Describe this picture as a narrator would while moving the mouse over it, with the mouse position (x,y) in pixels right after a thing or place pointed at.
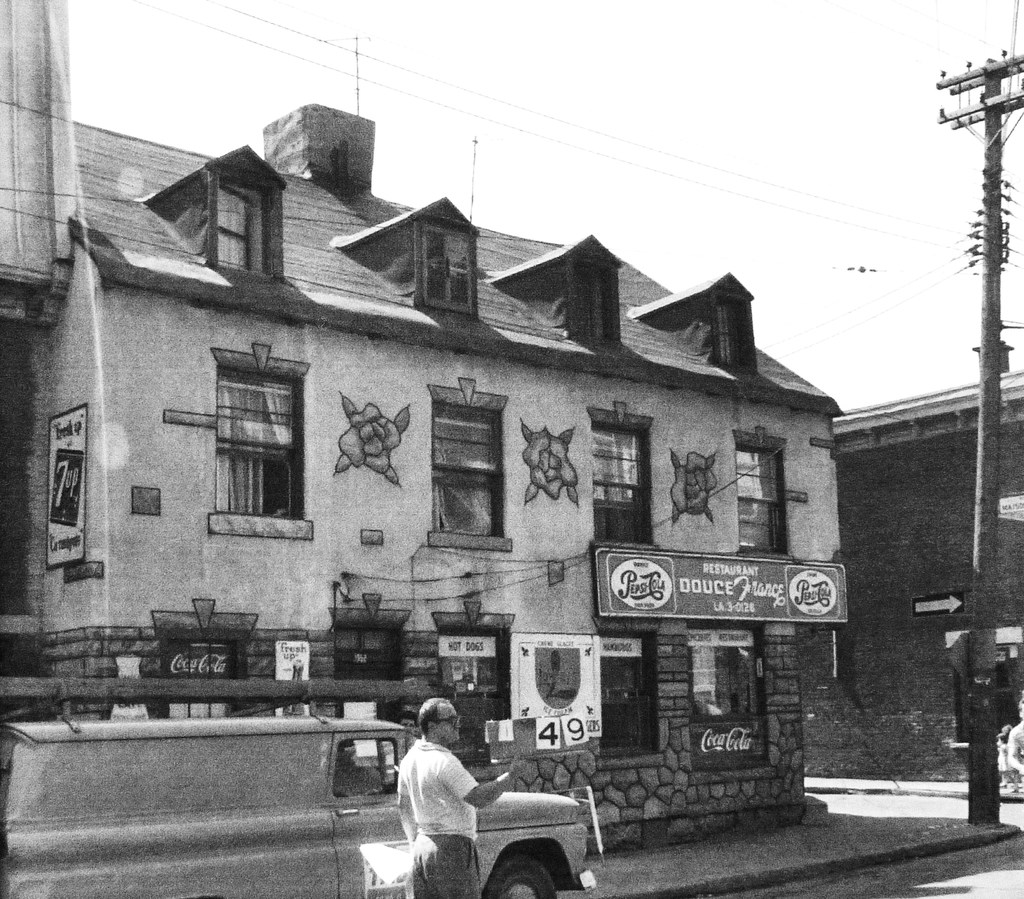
As we can see in the image, there is a building (342,430), windows (268,477), banner (712,577), a truck (286,767) and a man (444,793) standing over here.
